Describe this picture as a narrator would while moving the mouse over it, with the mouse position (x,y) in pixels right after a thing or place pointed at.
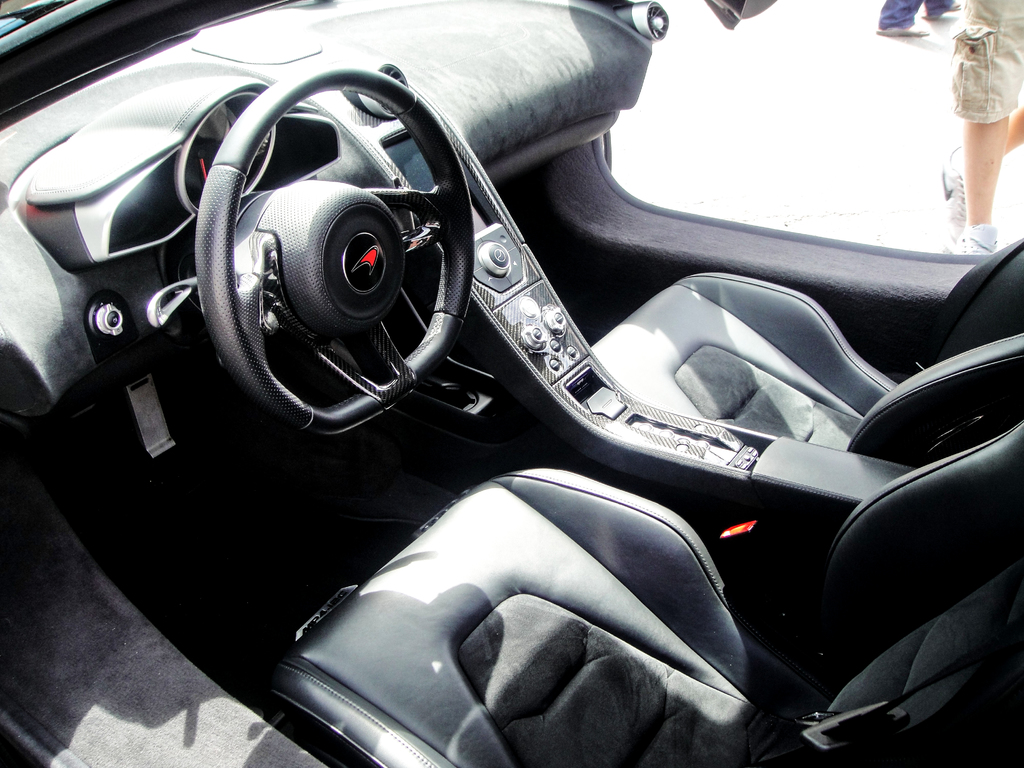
In this image we can see the inside view of a car (387,323), there is a steering (356,239), there are seats (776,647), there is ground (796,98) towards the top of the image (773,66), there are persons legs (956,75) towards the top of the image (934,11).
